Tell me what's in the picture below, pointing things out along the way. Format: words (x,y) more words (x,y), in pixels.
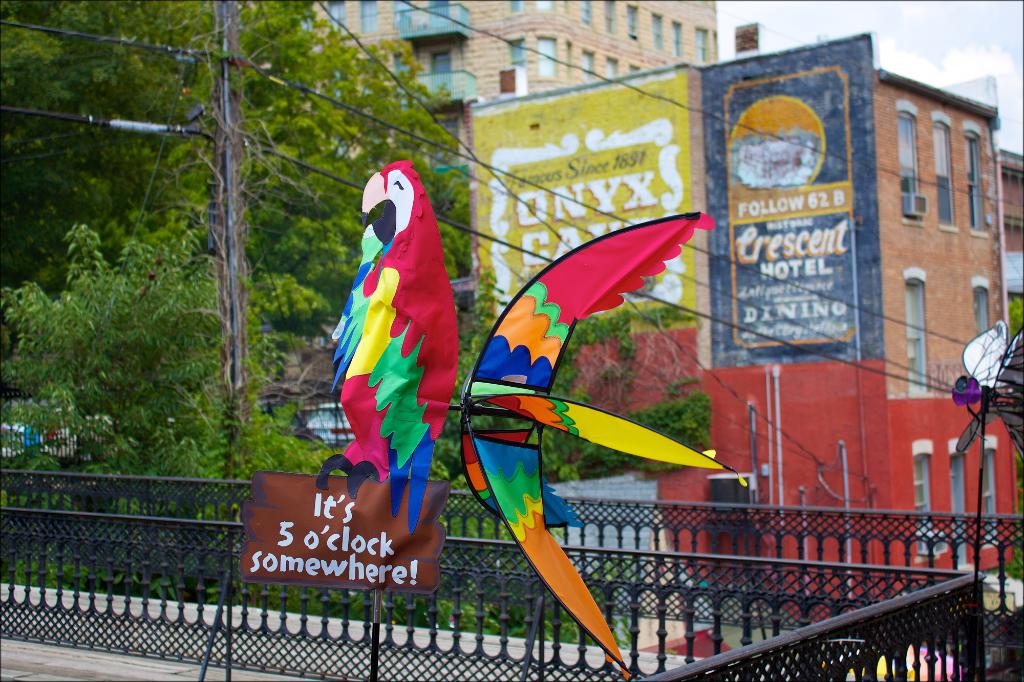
In this picture we can see a board (356,567) in the front (356,538), there is some text (334,547) on the board (309,520), we can see railing (661,609) in the middle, in the background (702,307) there are some trees (189,95) and buildings (550,143), on the left side (232,121) there is a pole (233,165) and wires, we can see the sky (942,22) at the right top of the picture (923,10).
